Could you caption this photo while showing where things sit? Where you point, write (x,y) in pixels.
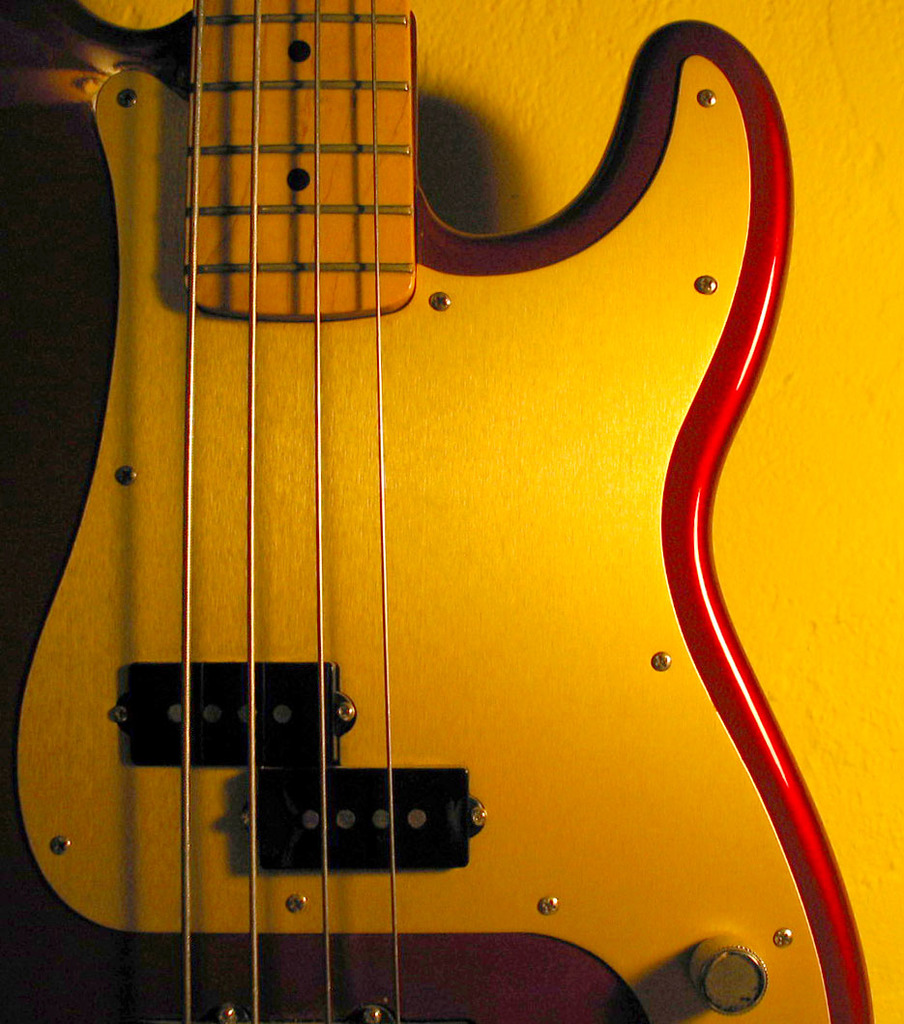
A bass guitar (600,470) with yellow and red color with four strings (317,369) to it.
